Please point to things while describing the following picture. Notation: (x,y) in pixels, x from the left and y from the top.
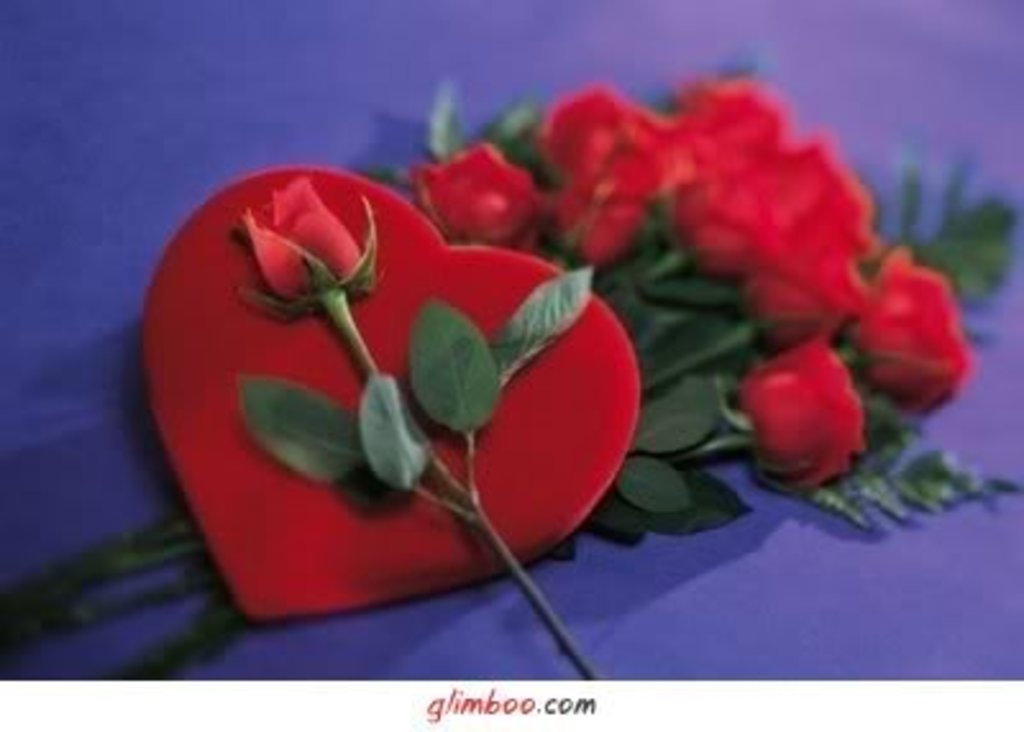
In this image we can see red roses (762,389), leaves (672,480) and one heart shaped thing (481,309) on purple surface (302,61).
